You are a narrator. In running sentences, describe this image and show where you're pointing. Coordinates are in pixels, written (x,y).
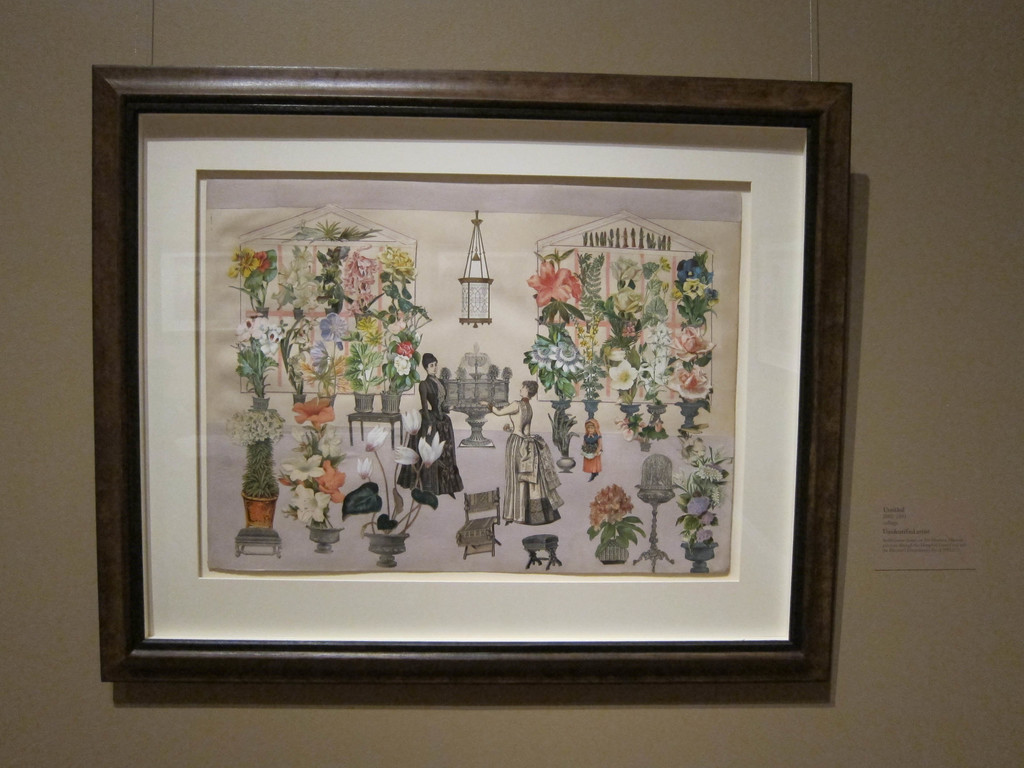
In this image we can see photo frame (845,137) on the wall (360,50).
